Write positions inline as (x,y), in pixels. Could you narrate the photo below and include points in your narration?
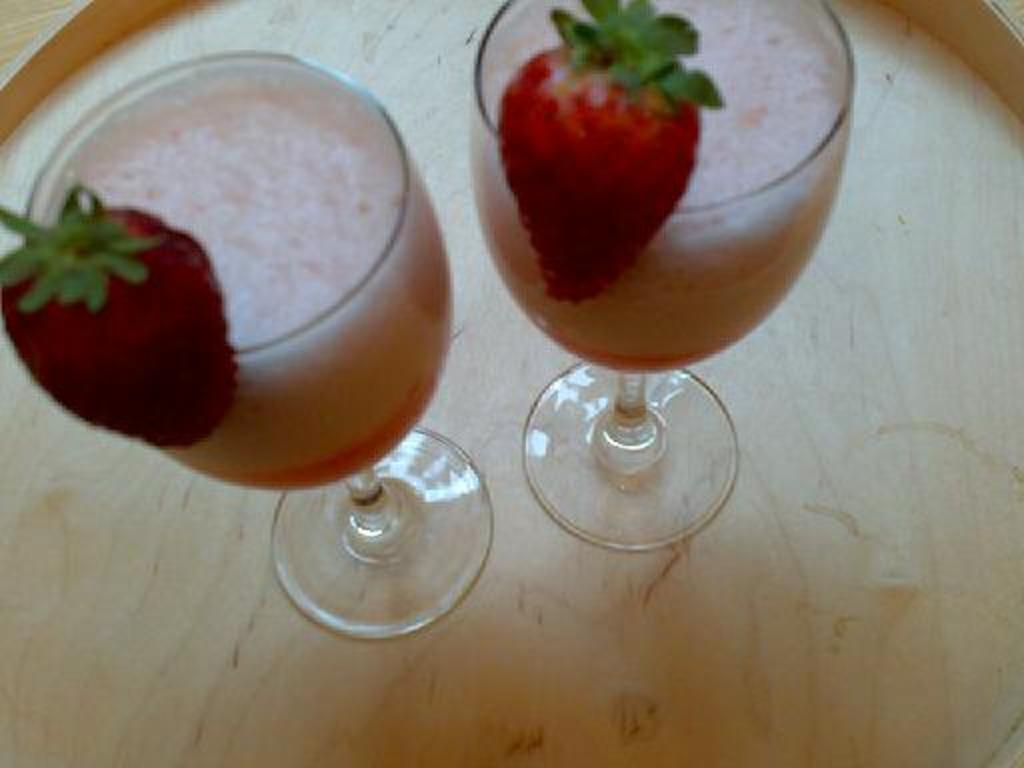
In this image we can see two glasses (369,261) of juice (406,249) with strawberries (541,202) placed on the table (460,225).
